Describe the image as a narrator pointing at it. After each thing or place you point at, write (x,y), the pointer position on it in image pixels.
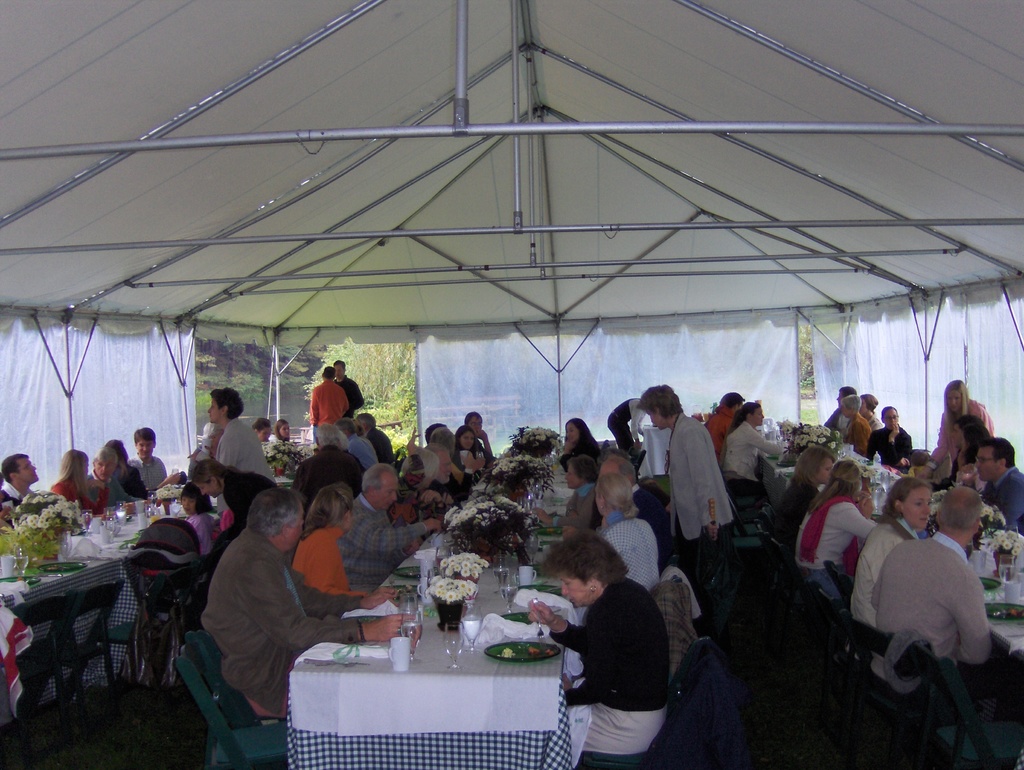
In the image there are few people (581,498) sat on chairs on either sides of table (514,600), they are eating food (541,650) on plates (527,643) which are placed on tables (496,607) along with flower pots (452,599), plates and cups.
